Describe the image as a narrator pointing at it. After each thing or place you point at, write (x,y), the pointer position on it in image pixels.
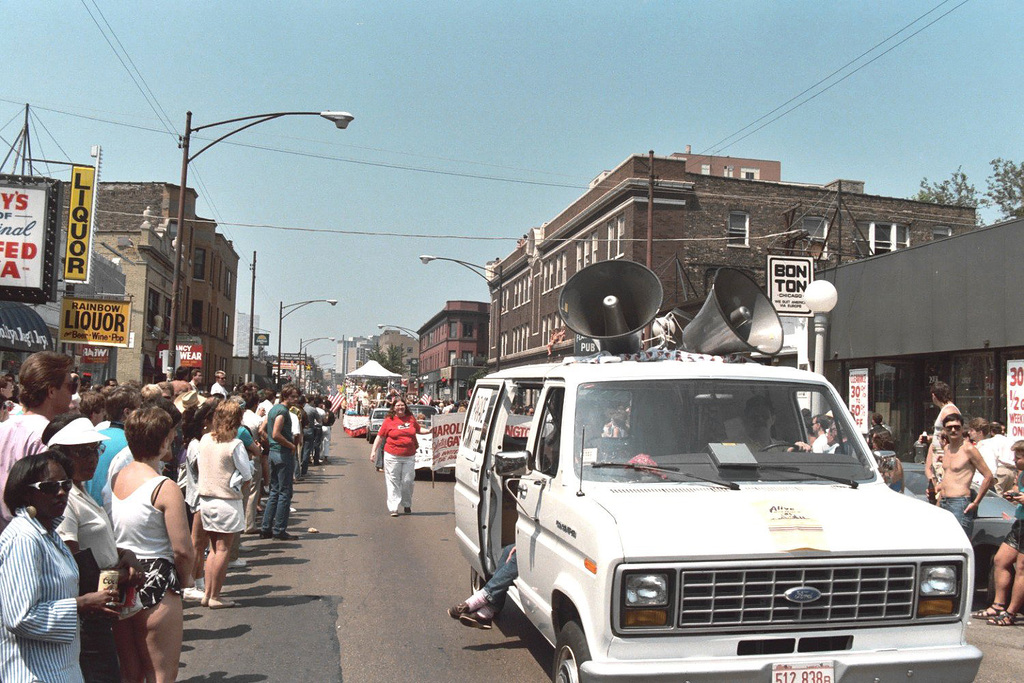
In this image, so many peoples (86,599) are standing. Few are walking here. Vehicles (476,464) are moving on the road (400,606). Few are sat inside the vehicle (664,435). Here there is a speakers (652,317). Background, we can see so many buildings (901,301), poles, banners (62,317), stalls (81,351). And sky (392,203) we can see here and wires (163,117) here.
